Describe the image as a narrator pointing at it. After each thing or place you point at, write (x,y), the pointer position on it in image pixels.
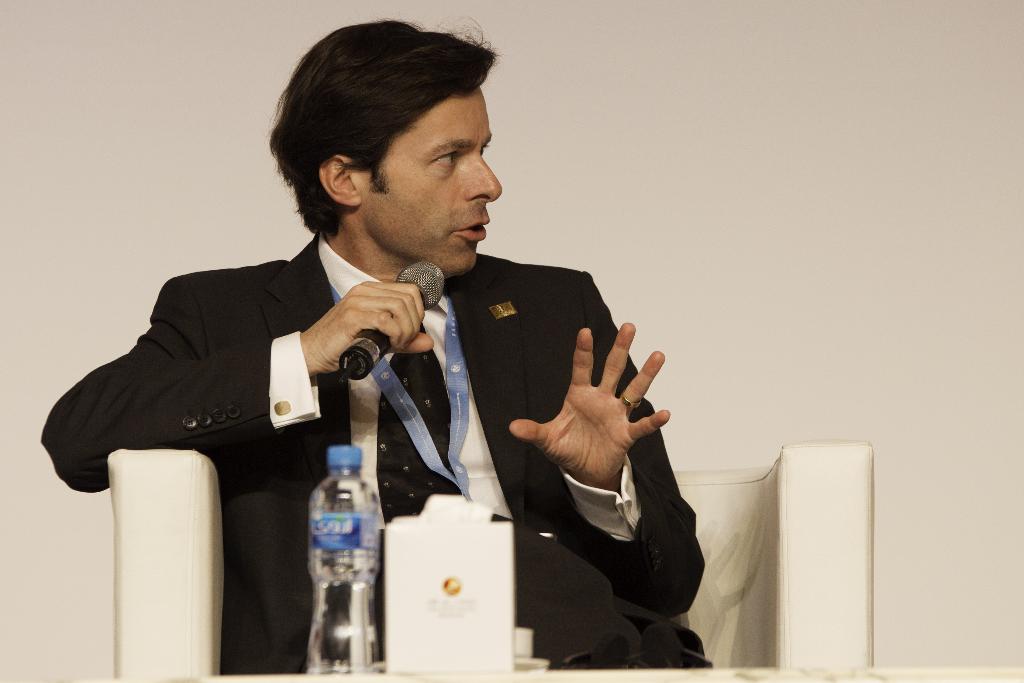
In the center (487,389) we can see one man (474,374) sitting on the chair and holding microphone (433,264). In front (335,603) there is a water bottle (326,615) and tissue box (466,597). In the background (65,187) we can see wall (708,192).
